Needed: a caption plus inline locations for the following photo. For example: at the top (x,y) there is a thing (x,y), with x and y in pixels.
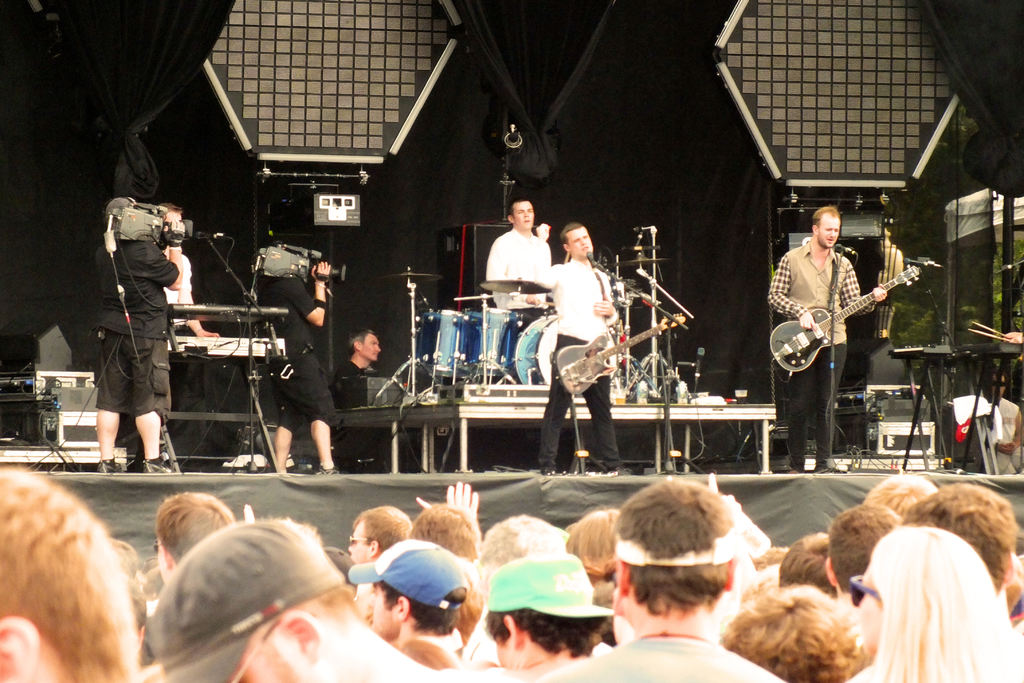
This image might be clicked in a musical concert. There are so many musical instruments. Two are playing guitar (596,366), one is playing keyboard (254,316), one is playing drums (505,349). There are two persons (152,366), who is covering video on the left side (165,399). There are so many people (550,625) at the bottom (663,593).
